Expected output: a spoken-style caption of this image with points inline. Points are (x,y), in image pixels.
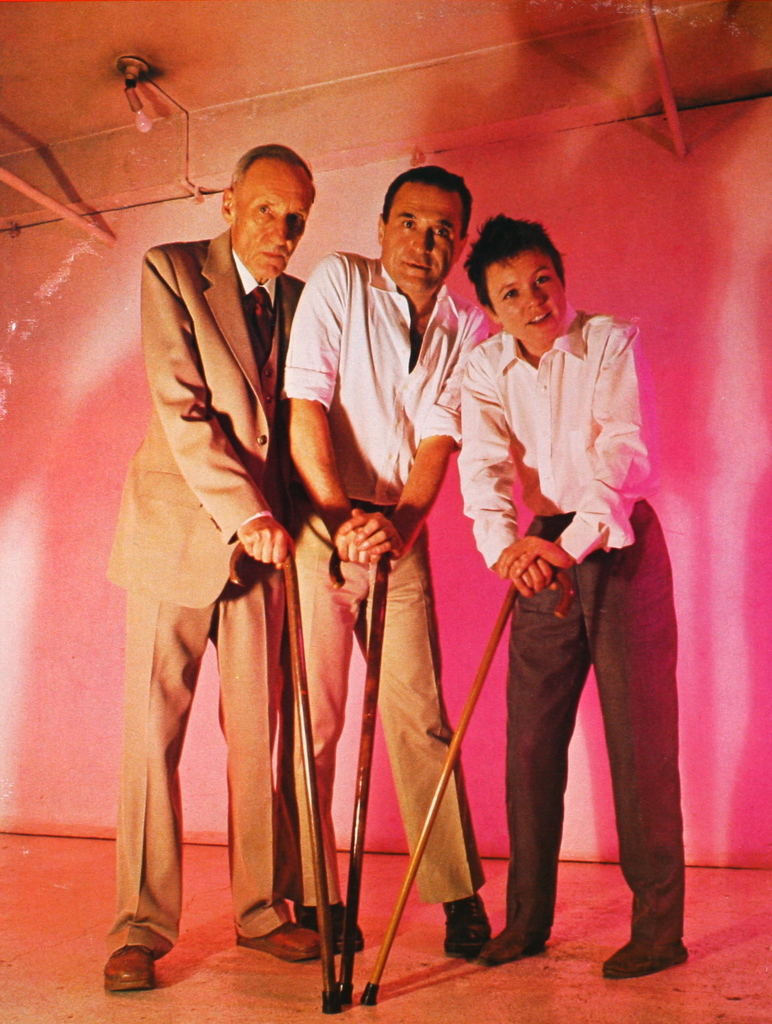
In this image I can see three persons (356,434) standing, holding walking sticks (382,592) in the hands (528,558) and looking at the picture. In the background (729,211) there is a wall (758,574). At the top of the image (141,108) there is a light (139,124) attached to the roof (301,47).
